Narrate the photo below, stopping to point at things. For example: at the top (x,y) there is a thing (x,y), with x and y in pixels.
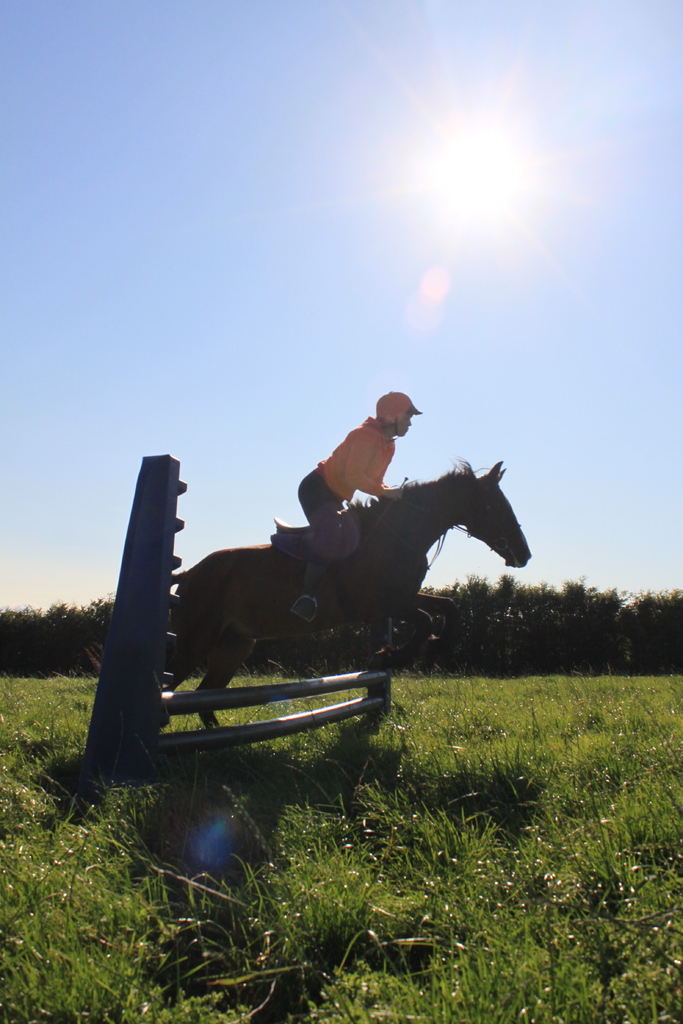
This person (323,547) riding horse (385,545) and wear orange color t shirt (375,440) and cap (400,416). On the background (618,625) we can see trees (599,620), sky (494,338). This is grass (349,915).
